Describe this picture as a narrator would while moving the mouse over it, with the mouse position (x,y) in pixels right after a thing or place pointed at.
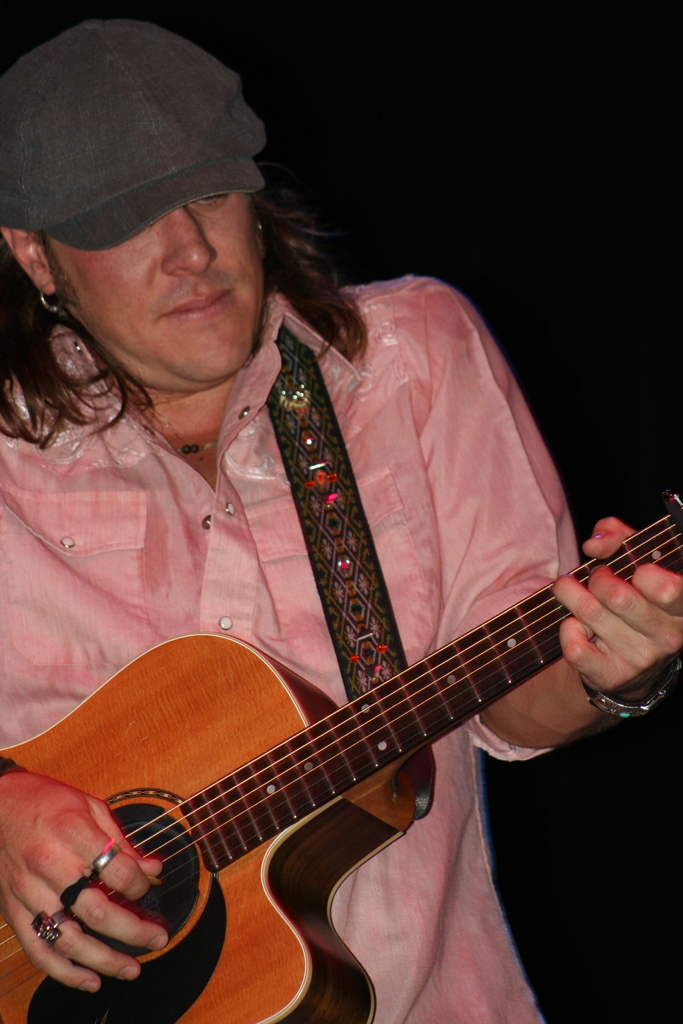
In this picture there is a man (219,511), who is wearing a pink shirt (372,440) and is playing a guitar (184,819). He is also wearing a black cap (151,119) on his head (86,303) and an ear ring (50,311) on his ear (46,287) and a watch (635,709) on his wrist (633,694).
